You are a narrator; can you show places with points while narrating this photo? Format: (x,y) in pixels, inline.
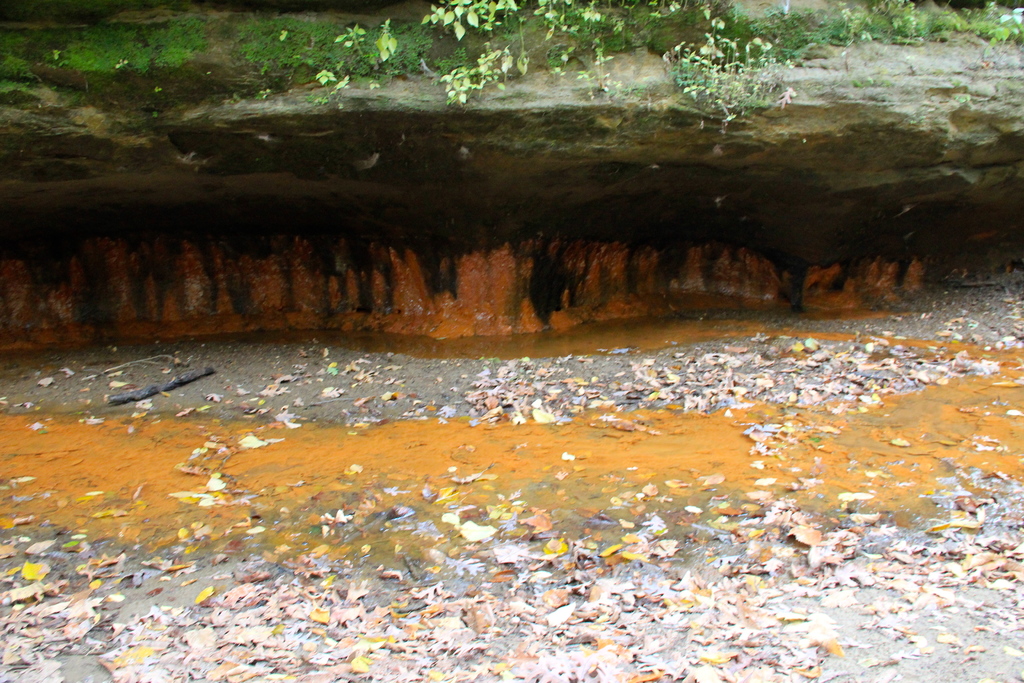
In this image we can see some leaves (456,500) on the ground (654,437), there are some plants (754,63) and grass (143,31).
